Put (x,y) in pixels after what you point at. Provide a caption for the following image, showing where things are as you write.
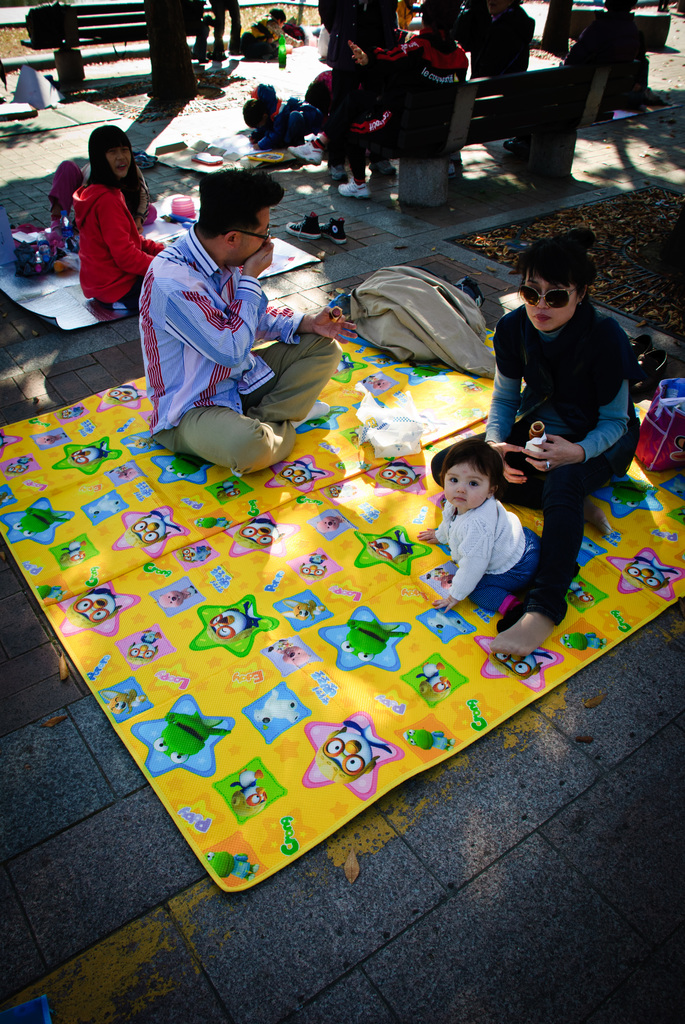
In the center of the image (251,583) we can see a colorful object (235,577). On that object (204,627), we can see a few objects (445,338), one kid (473,475) and two persons (328,317) are sitting. And we can see they are holding some objects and they are wearing glasses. At the bottom left side of the image (28,1014), we can see an object (37,1018). In the background (326,226), we can see benches (423,141), few people (616,60) and a few other objects (50,257).
